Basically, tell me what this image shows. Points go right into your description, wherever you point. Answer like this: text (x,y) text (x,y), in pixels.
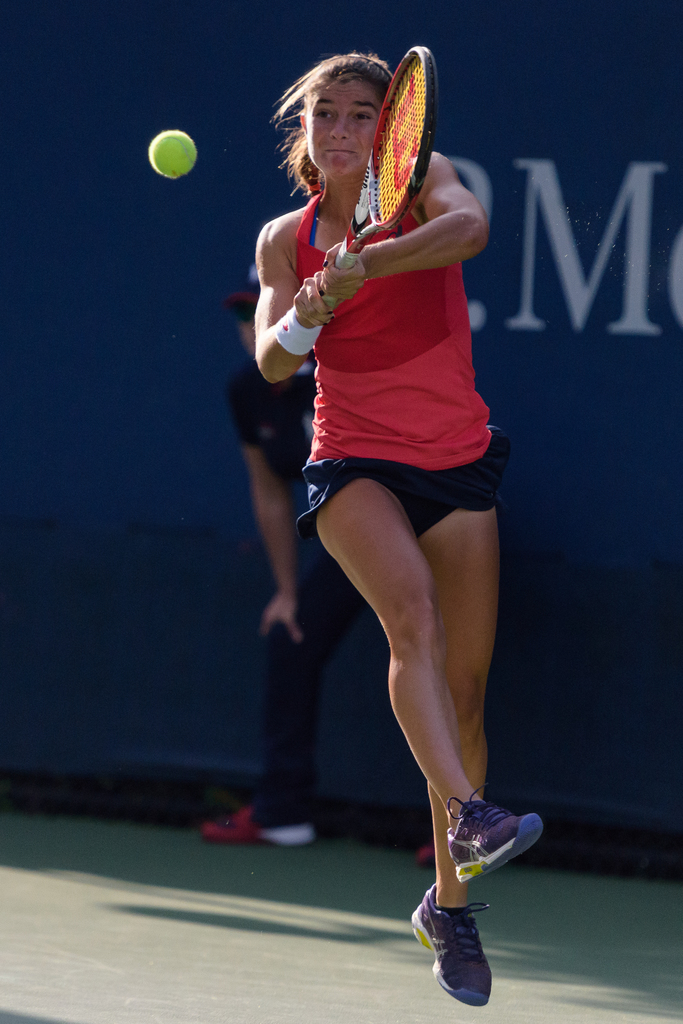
In this image I can see a woman (430,458) holding a tennis racket (378,185) and playing tennis. she wore red shirt (361,436) and blue short (419,501). This is a tennis ball (162,145). At background (237,426) I can see a person (284,591) standing. And this is a blue colored sheet (142,343) with some letters (598,271) on it.
